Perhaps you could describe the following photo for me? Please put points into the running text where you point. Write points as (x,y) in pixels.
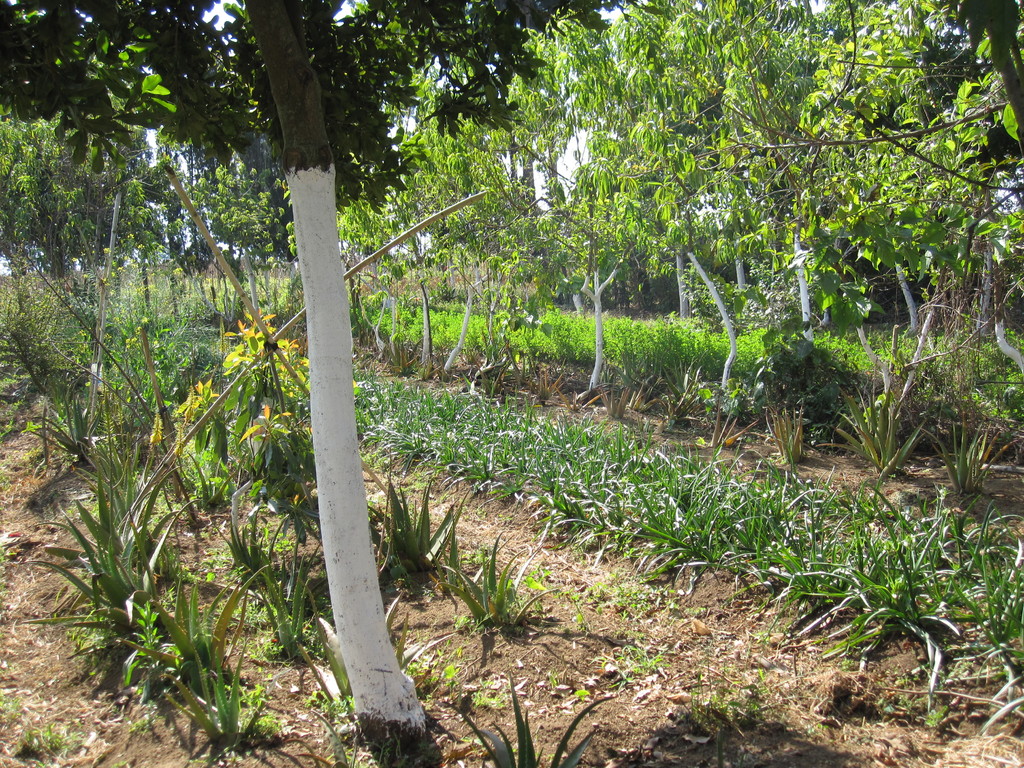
In this image I can see aloe vera plants (428,505). Also there are other plants (661,566) and there are trees (604,286). In the background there is sky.
